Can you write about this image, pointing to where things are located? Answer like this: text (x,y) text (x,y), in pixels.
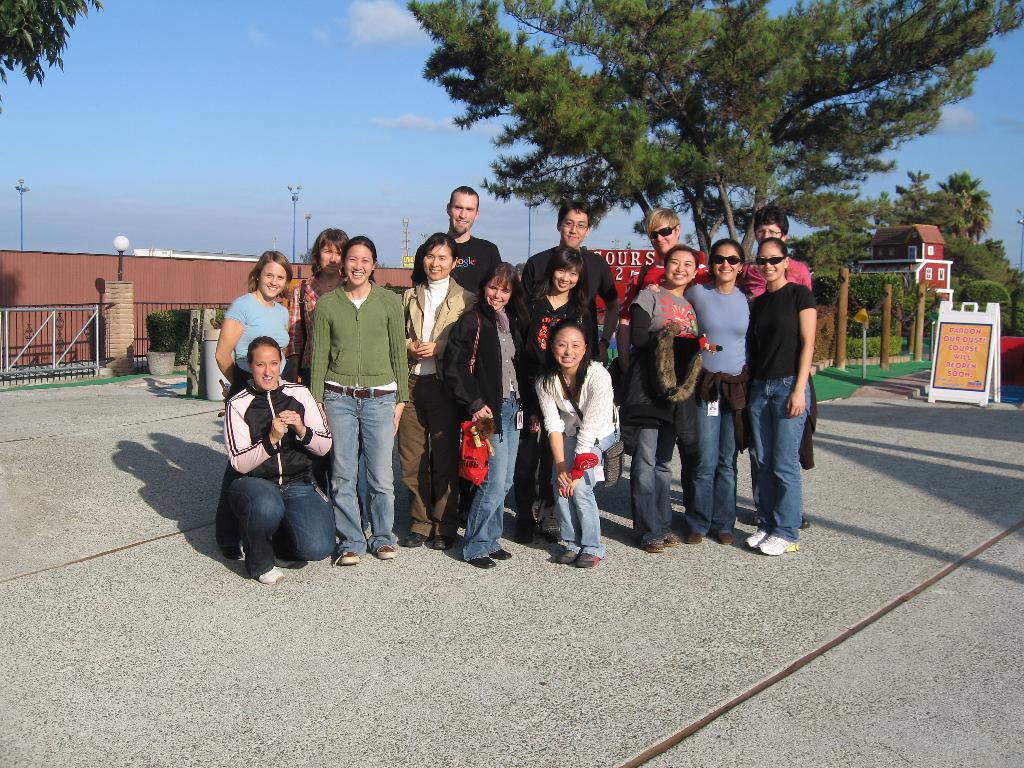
This is an outside view. Here I can see a crowd of people (361,322) standing on the road (536,611), smiling and giving pose for the picture. In the background (246,276), I can see many trees (706,109), building (908,255) and poles (866,323). On the right side (954,349) I can see a board (950,366) which is placed on the road (962,422). On the board (959,351), I can see some text (963,332). On the left side (36,306), I can see the railing (39,348) and house plant (158,348) which is placed on the floor (131,378). At the top of the image (215,59) I can see the sky (139,95).
